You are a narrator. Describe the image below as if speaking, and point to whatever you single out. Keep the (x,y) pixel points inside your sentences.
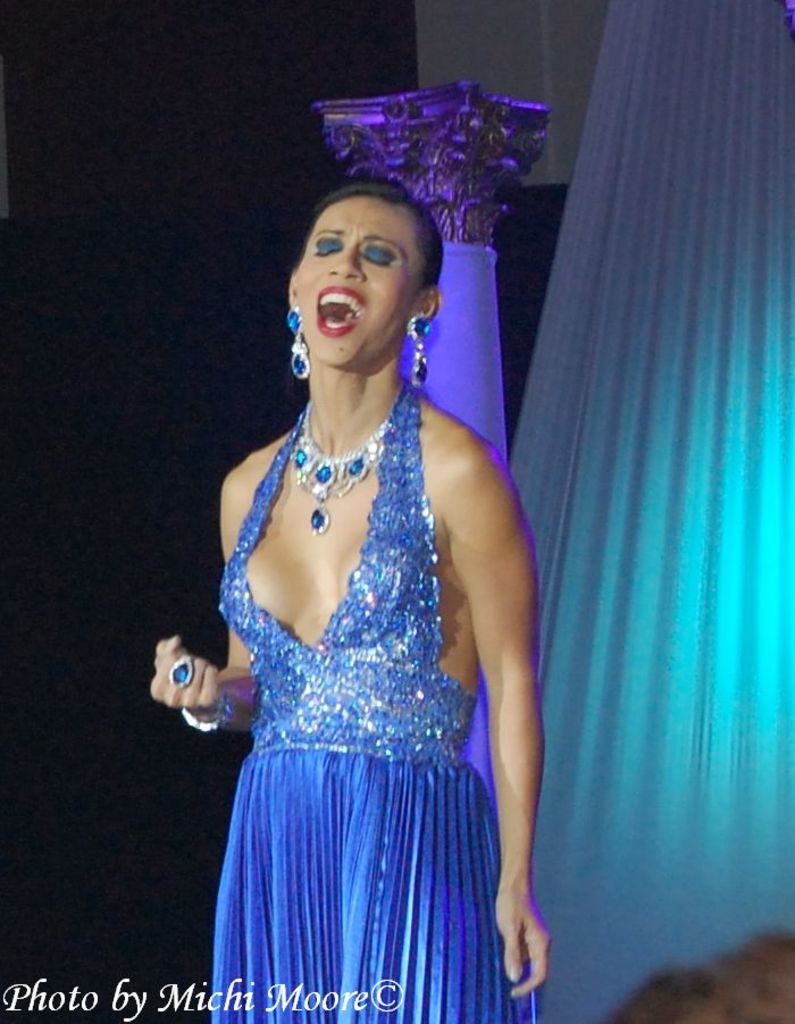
In this picture there is a woman (297,696) standing and we can see curtain (612,354), pillar (482,292) and wall (459,61). In the background of the image (108,457) it is dark. In the bottom left side of the image (226,1000) we can see text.
